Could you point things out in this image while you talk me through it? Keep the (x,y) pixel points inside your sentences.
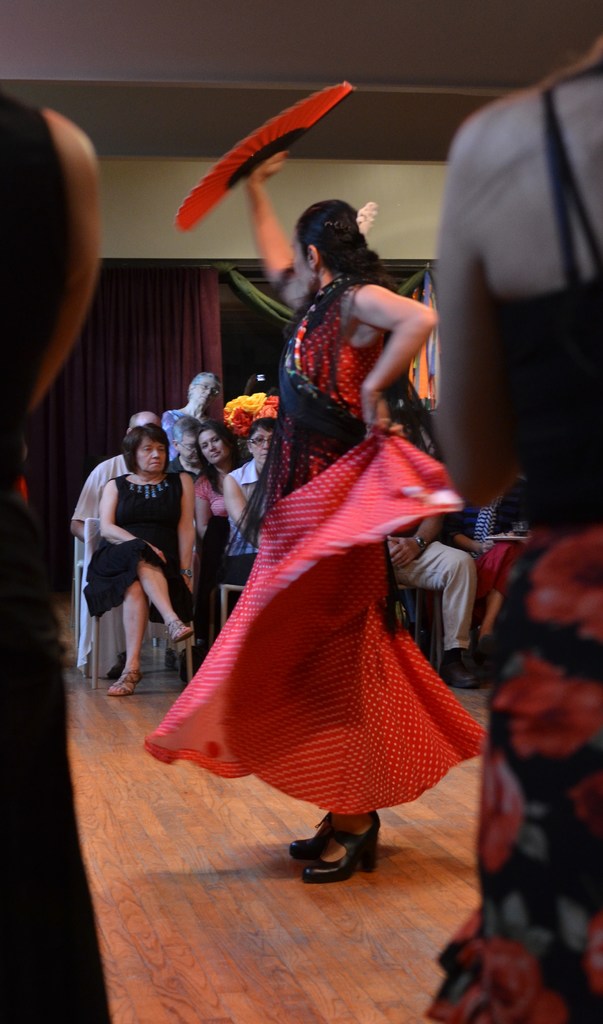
In this image we can see a group of people (443,567) sitting on chairs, some women (363,482) are standing. In the center of the image (331,474) we can see a woman (322,614) holding a hand fan (271,143) in her hand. In the background (257,395), we can see some flowers (233,411) and the curtains (175,368).
